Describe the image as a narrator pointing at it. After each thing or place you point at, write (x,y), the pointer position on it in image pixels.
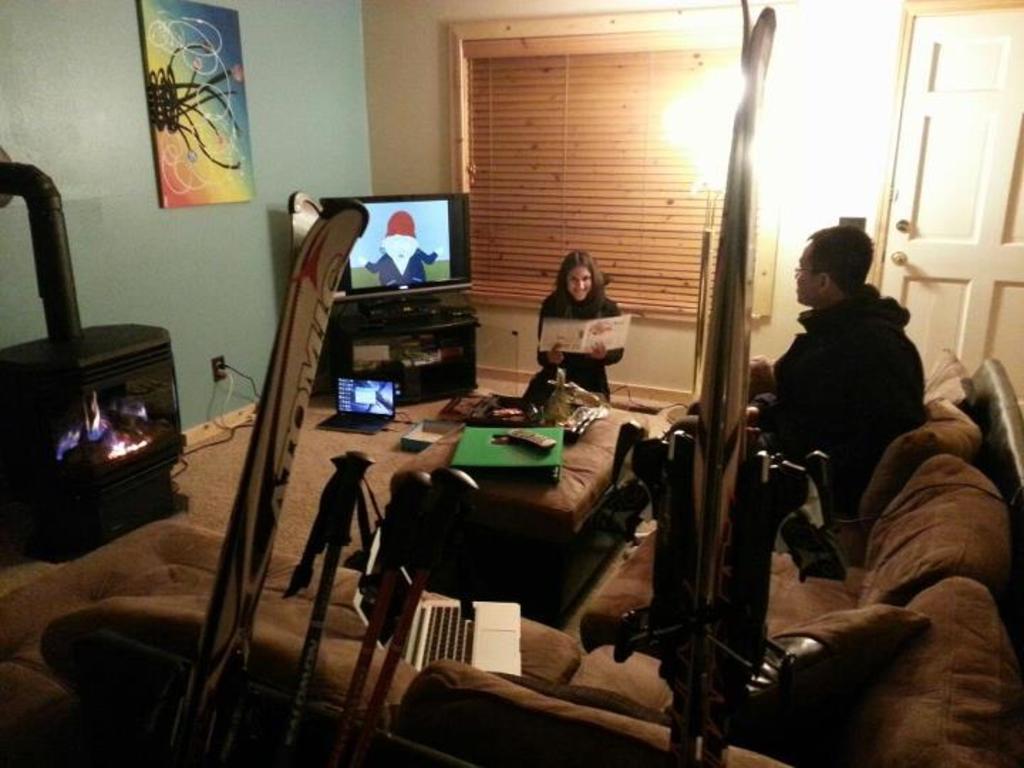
The image is inside a house (675,361) there is a brown color sofa (587,675), in front of the sofa (59,602) there is a laptop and remote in front of the table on the floor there is a laptop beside that there is a television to the left side (164,96) there is a wall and a photo frame (174,84) on it to the right side (770,132) there is a window (561,161), in the background (886,106) there is a wall (840,143).
